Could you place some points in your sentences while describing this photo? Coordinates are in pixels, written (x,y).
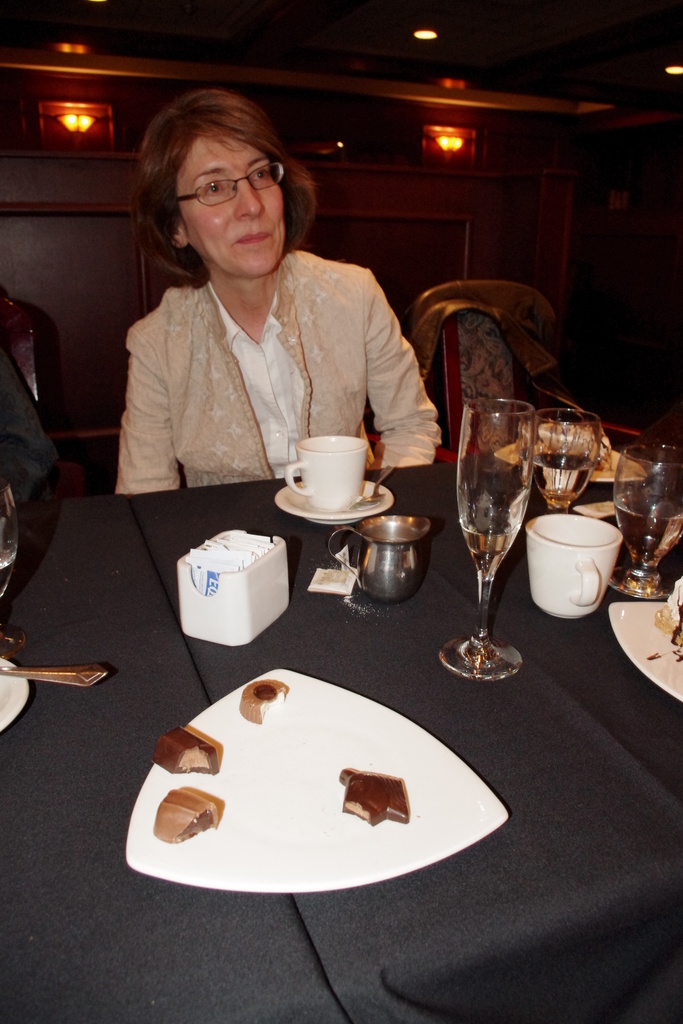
In this image i can see a woman (174,382) sit in front of the table (169,589), on the table (188,523) i can see a cups (530,548) and glasses (509,514) and plates (271,744) kept on the table (118,895).
